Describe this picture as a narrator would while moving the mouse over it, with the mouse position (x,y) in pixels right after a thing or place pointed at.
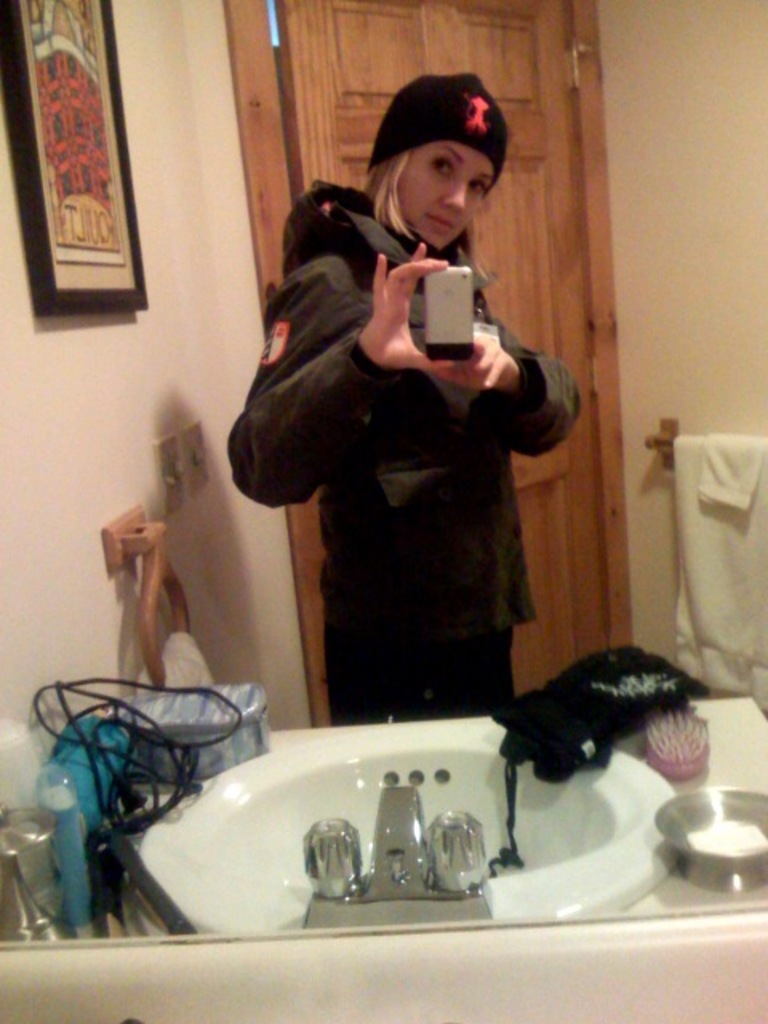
In the image there is a woman (383,432) in hoodie (383,432) and cap (411,143) taking selfie in a mirror (728,355) with wash basin (264,913) in front of her and behind her there is a door (522,315), on the left side (54,297) there is a photograph (88,270) on the wall (285,563) with a switch board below it.
